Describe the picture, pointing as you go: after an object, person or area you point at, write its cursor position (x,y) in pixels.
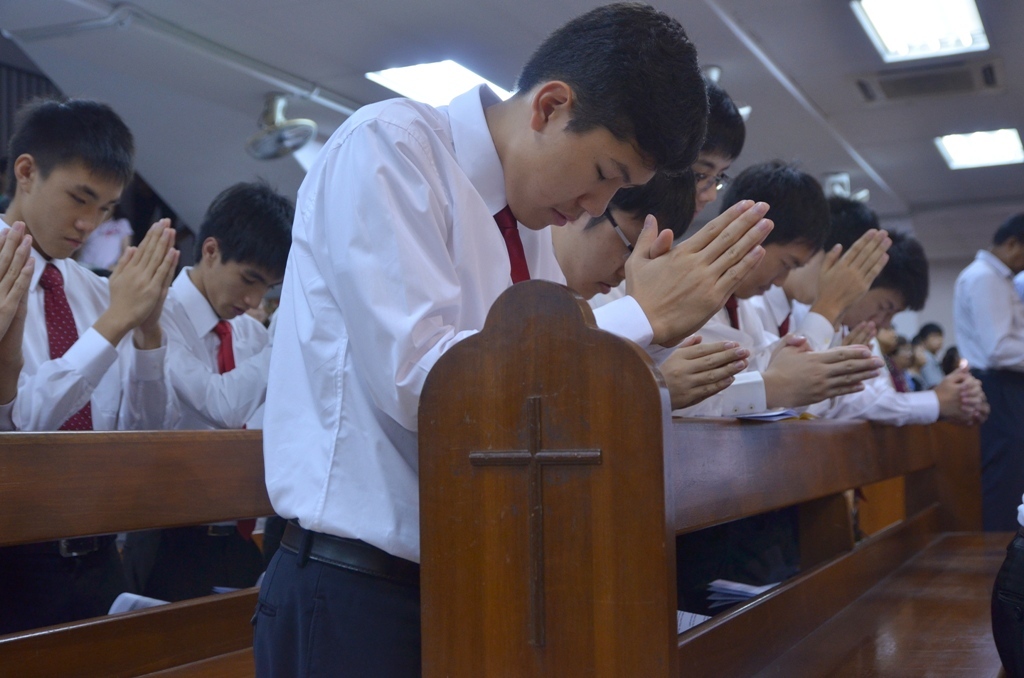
In the image few people (972,416) are standing and there are some benches (41,439). Top of the image (896,27) there is roof (8,34) and lights (933,12).
